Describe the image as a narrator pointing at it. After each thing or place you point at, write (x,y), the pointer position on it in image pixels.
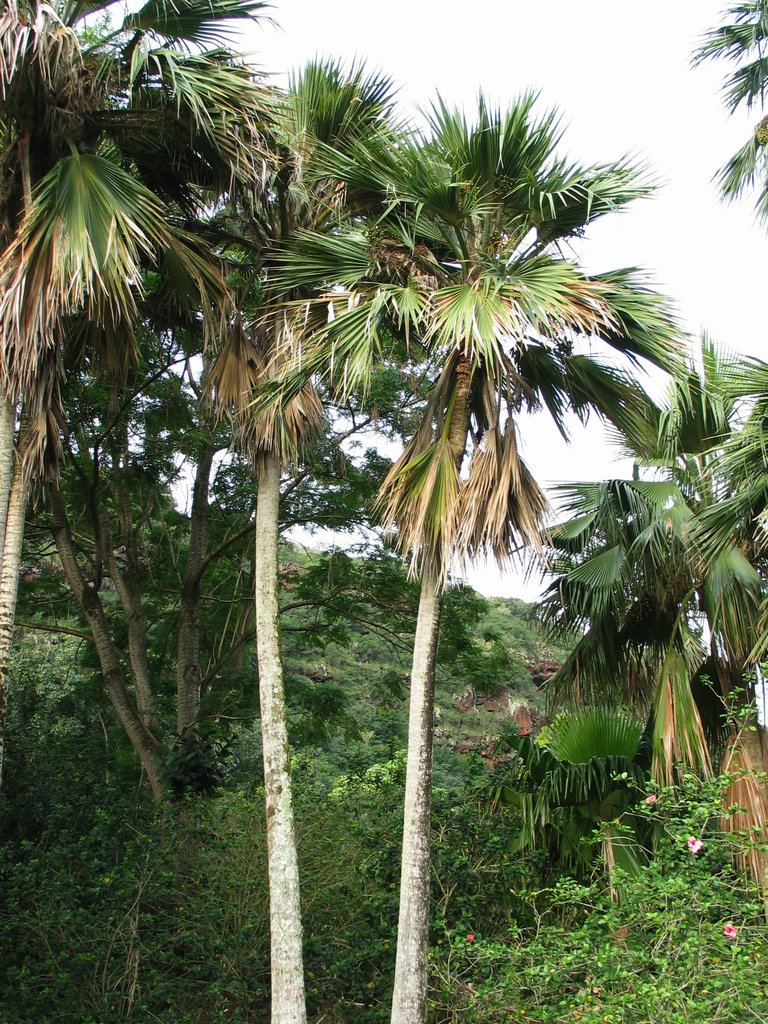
In this picture I can see trees (595,860), flowers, and in the background (641,95) there is the sky (643,44).
